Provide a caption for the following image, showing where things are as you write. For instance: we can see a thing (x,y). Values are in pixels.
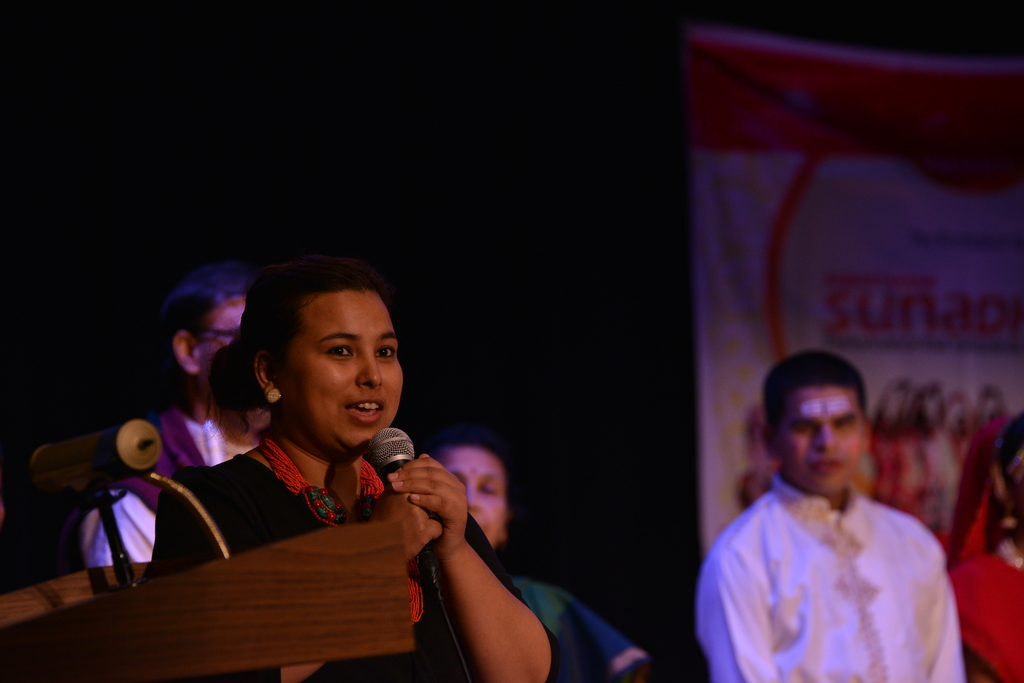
In this picture we can see a woman (370,486) is holding a microphone (389,473) and she is explaining something. At the bottom left corner of the image (185,638), there is an object (123,619). Behind the woman (232,500), there is a group of people (700,577), a banner (803,232) and the dark background (517,172).
